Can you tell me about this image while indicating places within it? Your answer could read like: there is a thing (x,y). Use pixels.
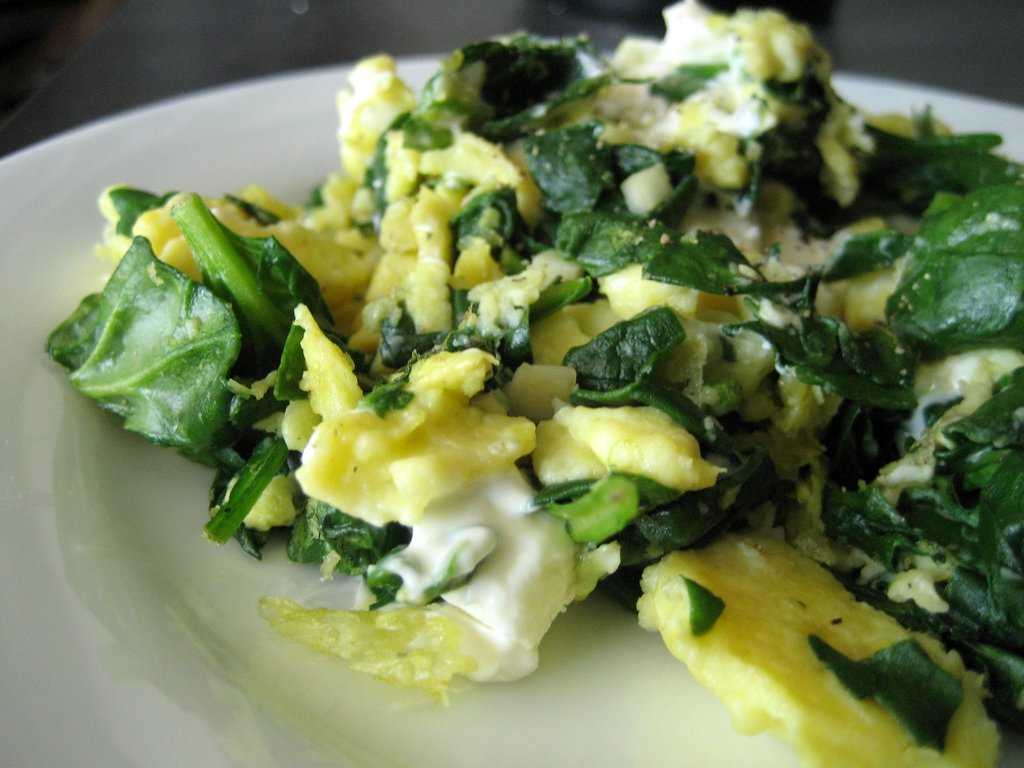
In this image, we can see a food item (331,439) in the plate (210,588), placed on the table (143,91).
